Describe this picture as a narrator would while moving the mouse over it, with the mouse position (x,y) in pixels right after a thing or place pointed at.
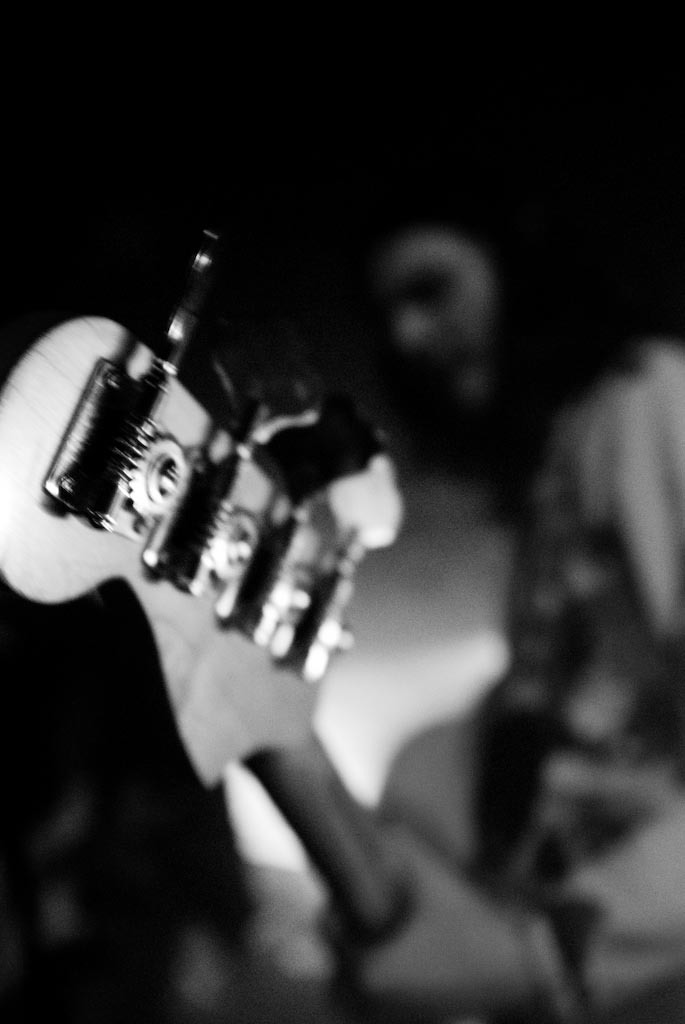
In this picture I can see a person (426,688) holding a guitar (299,631), this image is in black and white color.
